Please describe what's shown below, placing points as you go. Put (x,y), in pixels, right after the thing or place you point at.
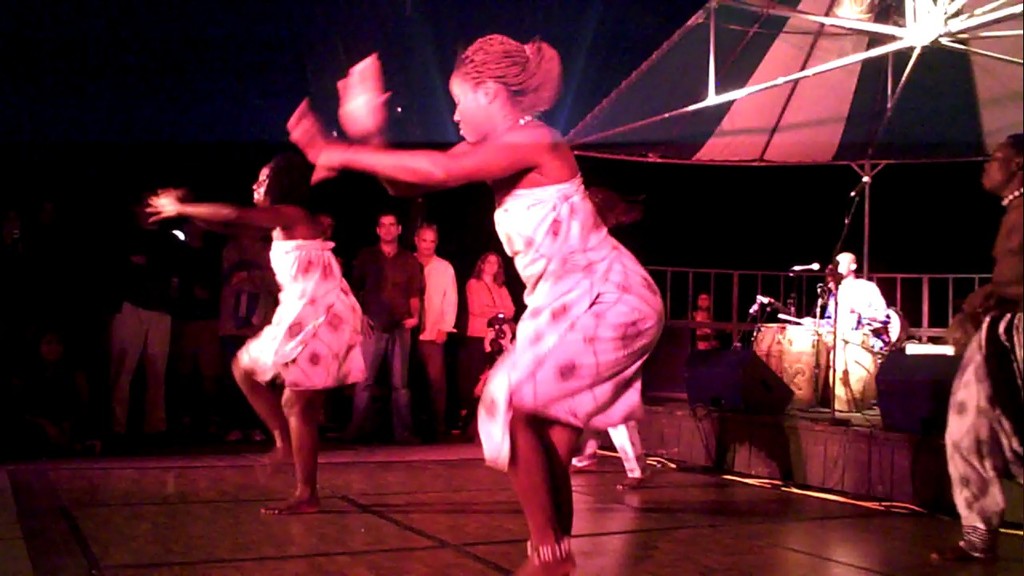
In this picture I can see there are two women (576,344) dancing, they are wearing dresses (604,417) and I can see a person (1000,445) standing on the right side (999,423), there is a person (857,281) in the backdrop (829,333), he is playing drums (820,348), there is a microphone (799,268) in front of him, there is a light (913,37) attached to the ceiling (881,71) and it is focused on the person (858,312) playing the drums (806,327). There are a few people (360,302) standing to the left side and the rest of the backdrop (23,140) is dark.
